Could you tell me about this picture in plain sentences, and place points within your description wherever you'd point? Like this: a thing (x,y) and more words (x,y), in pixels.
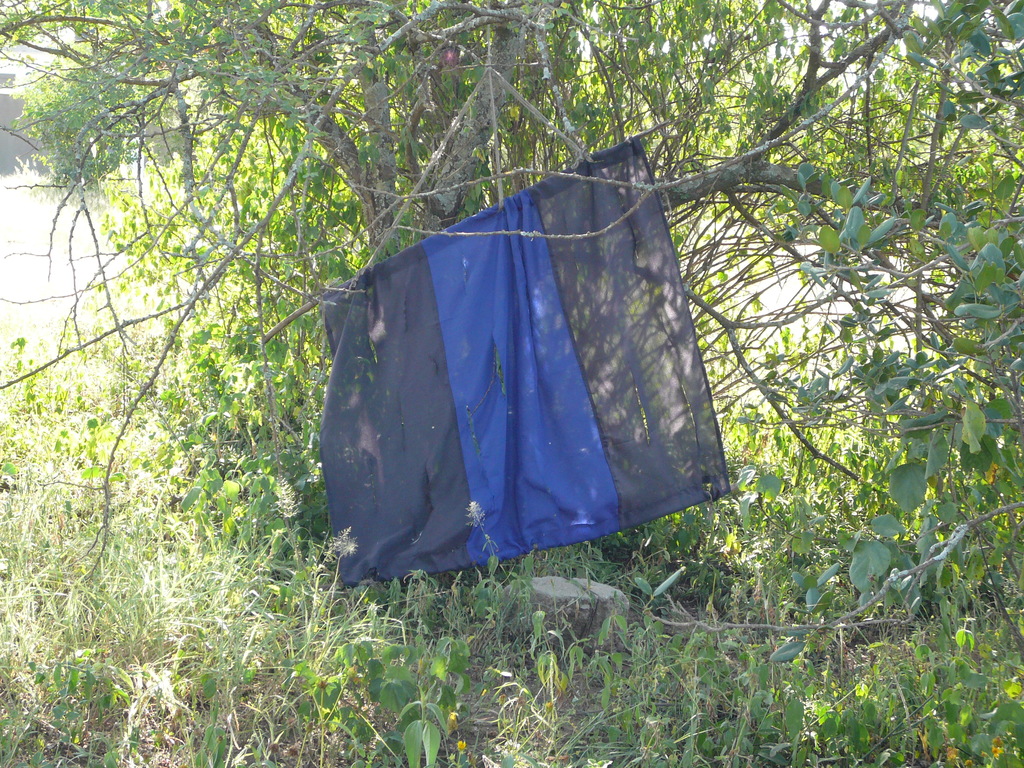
In this picture I can see full of grass (398,582), trees (398,165) in between the tree (137,0) we can see the cloth (578,432).
